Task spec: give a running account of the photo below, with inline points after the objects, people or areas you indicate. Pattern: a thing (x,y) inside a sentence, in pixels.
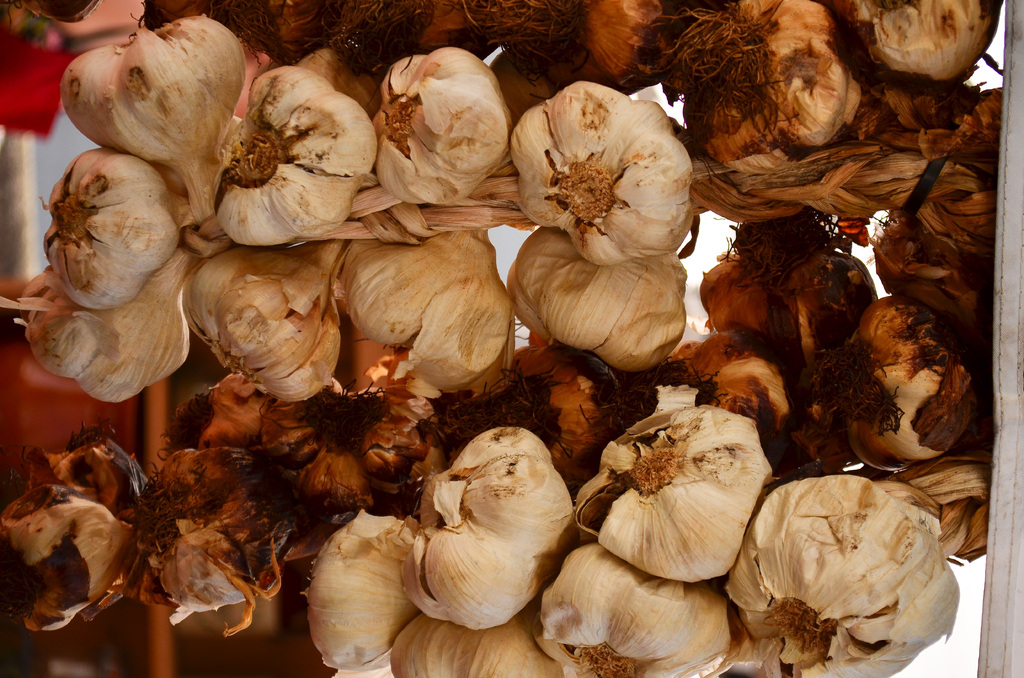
In this image I can see garlic's (504,379).
